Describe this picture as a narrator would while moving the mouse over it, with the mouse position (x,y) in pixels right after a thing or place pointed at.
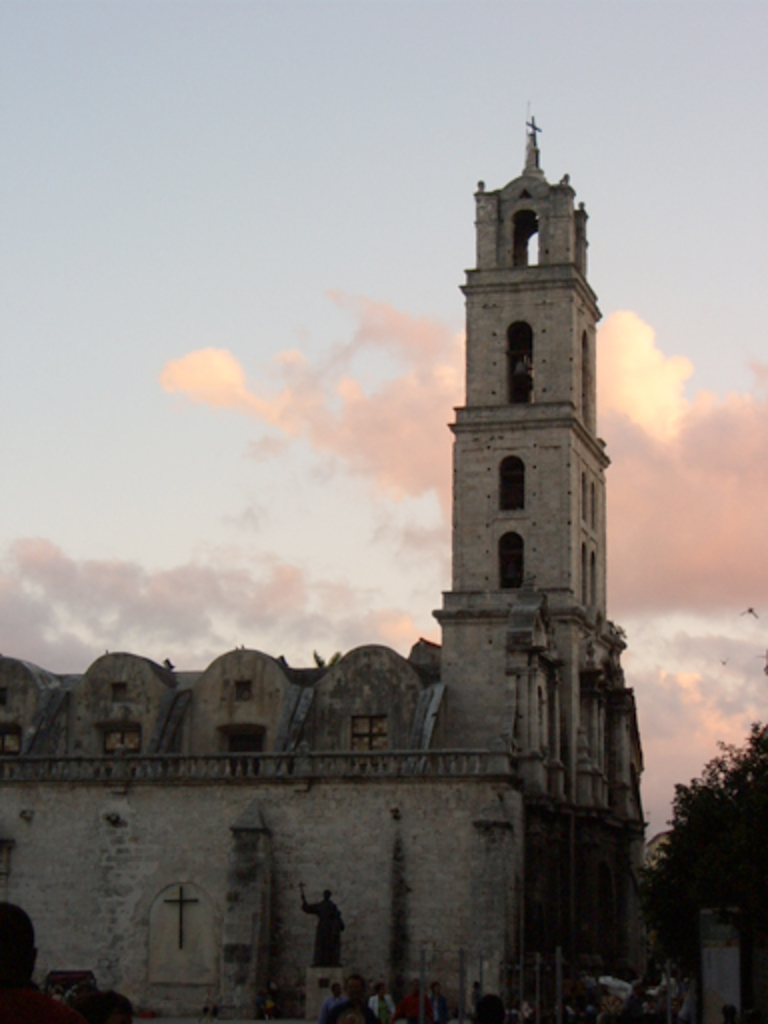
As we can see in the image there are buildings (363,822), statue (317,930), few people (6,1000) here and there and a tree (690,791). On the top (276,296) there is sky (245,282) and clouds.
